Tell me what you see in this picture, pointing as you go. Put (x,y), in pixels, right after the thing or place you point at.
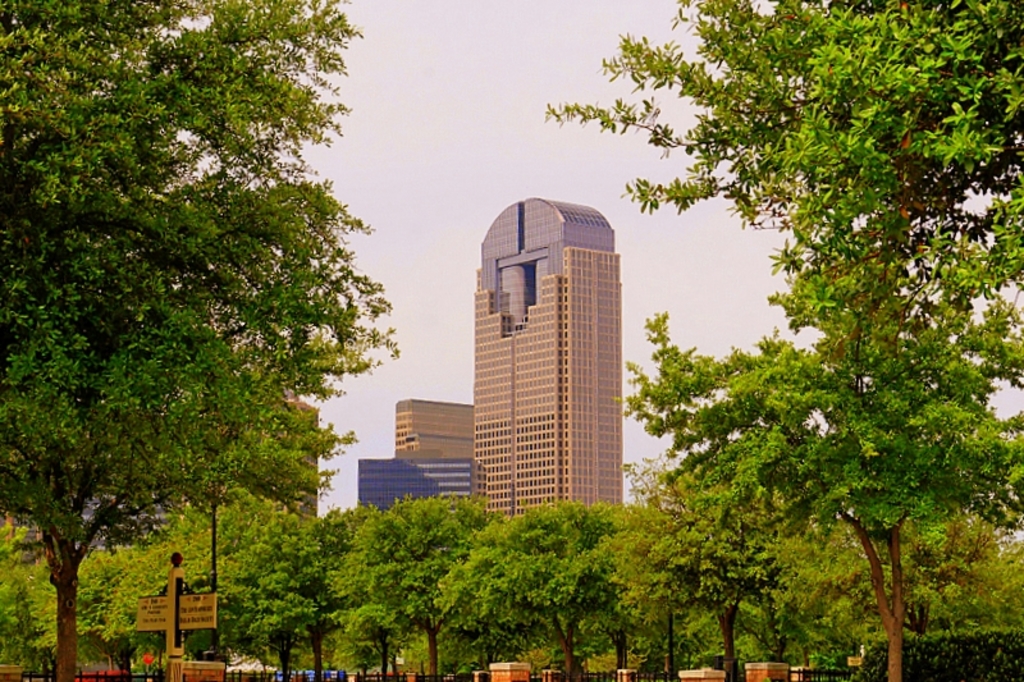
This picture is clicked outside. In the foreground (886,541) we can see the trees (89,458) and the text (194,617) on the board (207,614) and we can see the metal rods (563,680) and some other objects (87,679). In the background (411,162) we can see the sky (410,181) and the buildings (530,471) and a lamp post (214,579).
